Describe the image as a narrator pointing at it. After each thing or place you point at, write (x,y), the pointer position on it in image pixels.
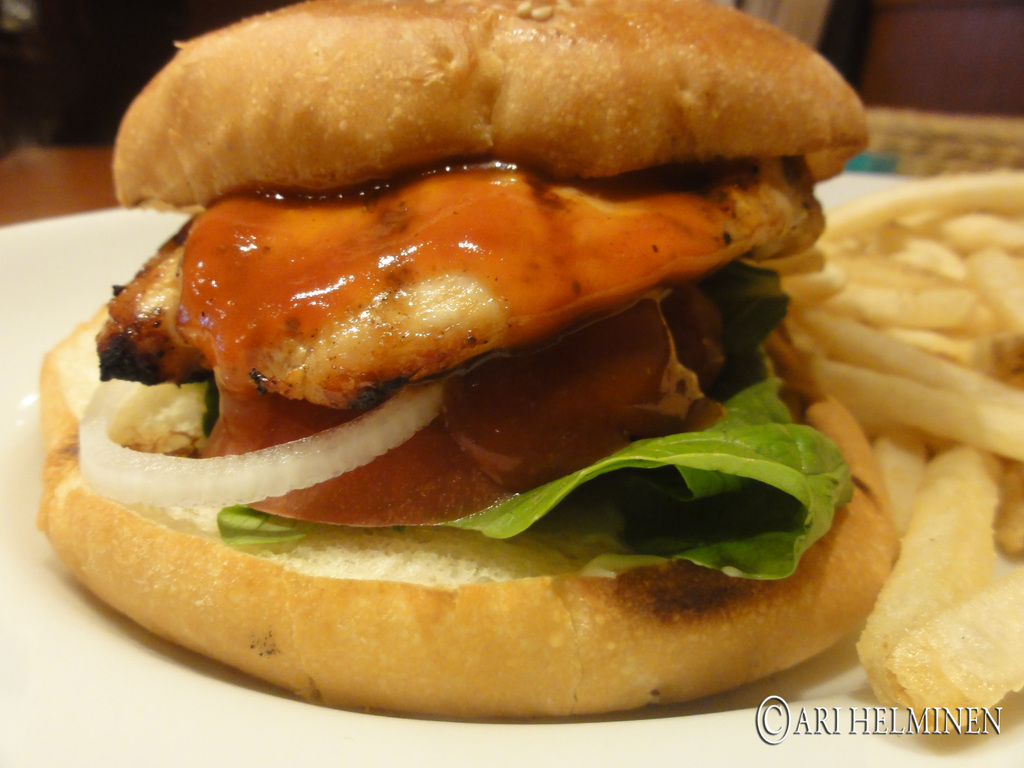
In this image at the bottom (64,577) there is one plate (17,230) and in the plate (3,234) there is one burger (697,367) and some french fries (895,443), in the background (932,153) there are some objects (901,84).
